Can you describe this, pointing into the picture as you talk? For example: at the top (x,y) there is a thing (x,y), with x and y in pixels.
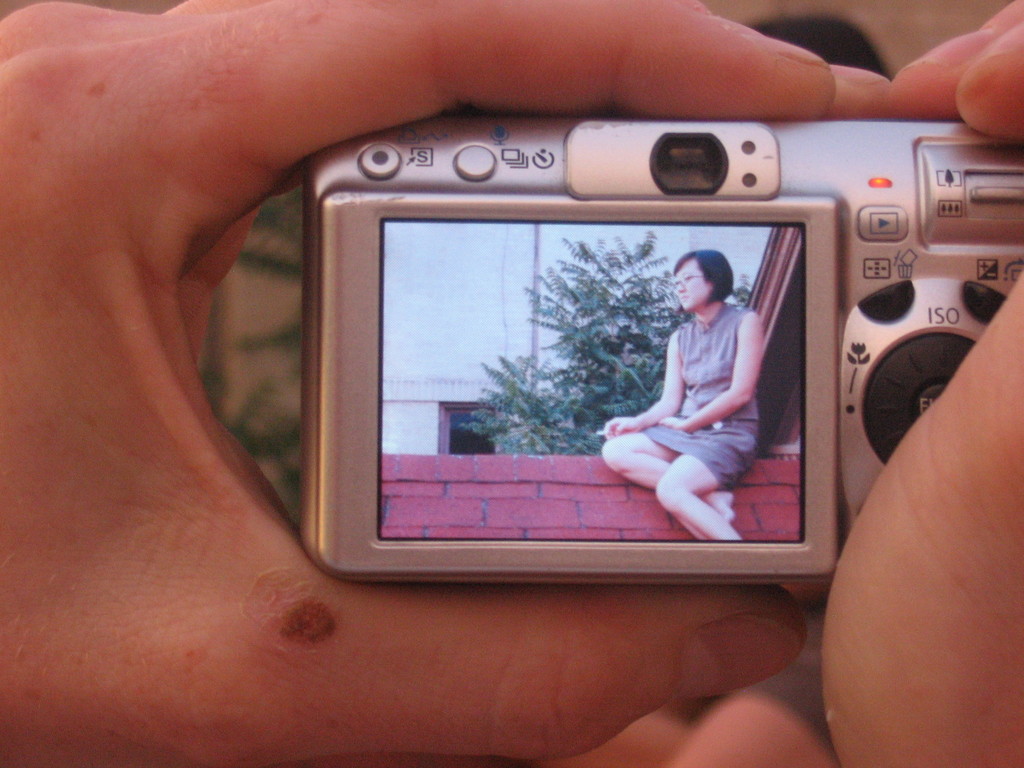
Here in this picture we can see a camera (526,144) held by a person (310,616) and on it screen (782,331) we can see a woman (688,378) sitting over a place (634,487) with cigarette (603,430) in her hand (615,433) and behind her we can see a tree (577,330) present over there.
